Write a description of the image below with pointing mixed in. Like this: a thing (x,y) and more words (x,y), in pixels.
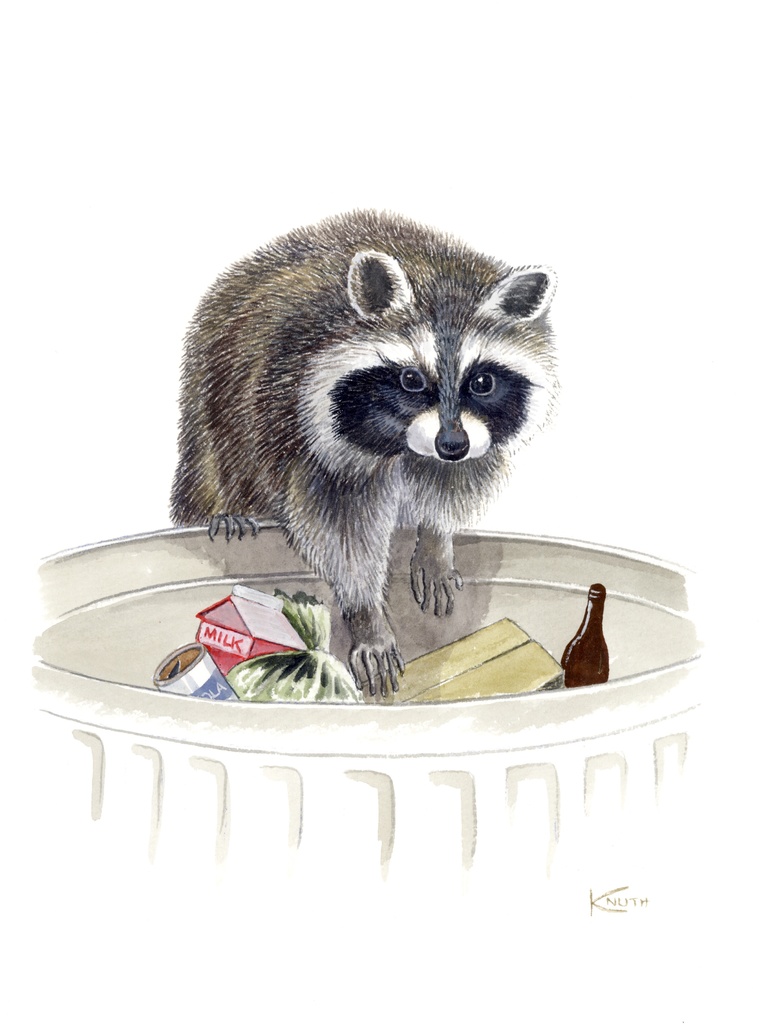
In this image there is an art (391,404) of an animal (391,404) and some objects (494,691) in a bin (515,731), there is some text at the bottom of the image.
